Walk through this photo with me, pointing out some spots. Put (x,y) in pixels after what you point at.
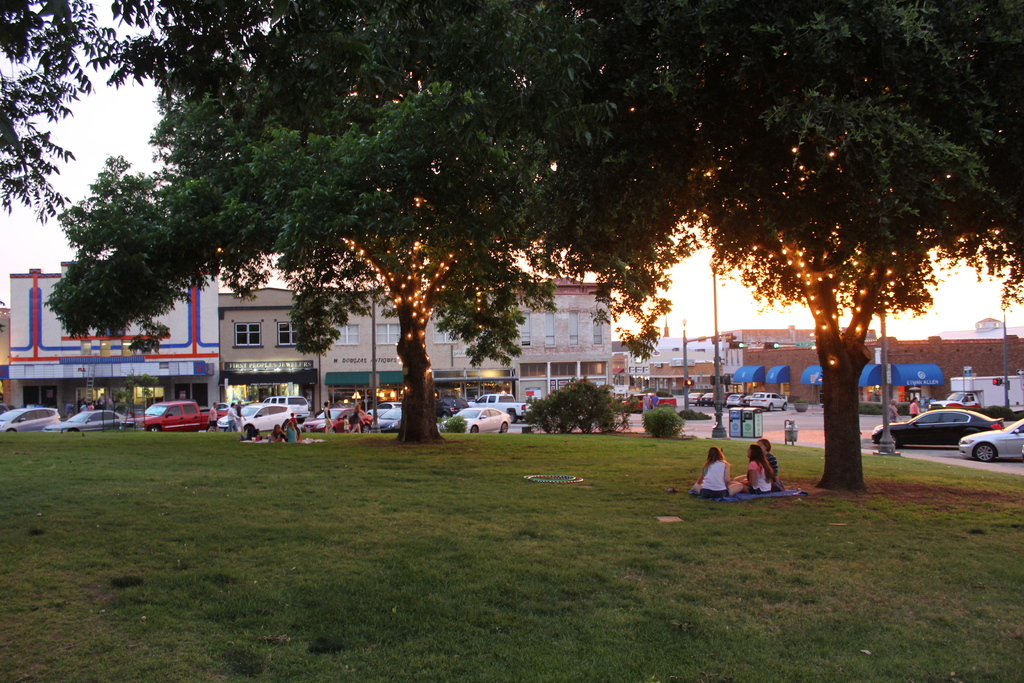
At the bottom of the image (679,483) there is grass (634,483). In the middle of the image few people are standing and sitting. Behind them there are some plants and vehicles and poles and trees (964,204). Behind the trees (640,346) there are some buildings (200,297) and sky (227,287).
